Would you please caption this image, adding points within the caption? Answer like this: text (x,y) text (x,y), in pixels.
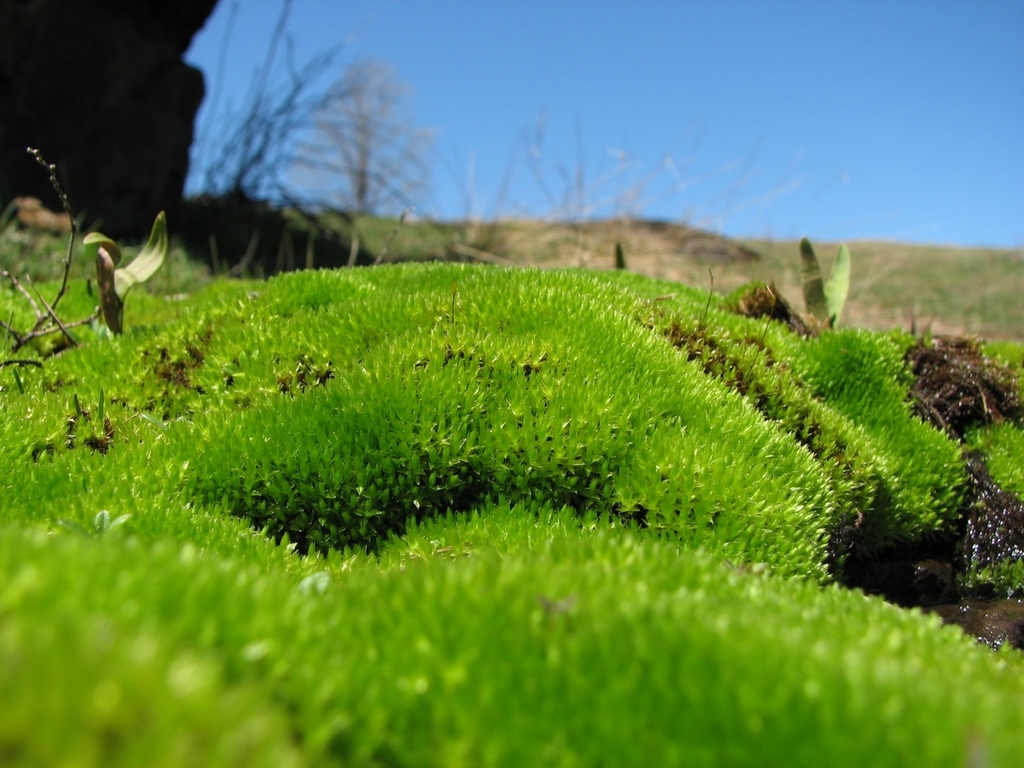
This image is taken outdoors. At the bottom of the image (612,589) there is grass (873,650) on the ground (103,508). At the top of the image (544,65) there is the sky (813,89). In the background (432,240) there are a few dried plants (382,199) and there is a ground (903,281) with grass (924,281) on it.
